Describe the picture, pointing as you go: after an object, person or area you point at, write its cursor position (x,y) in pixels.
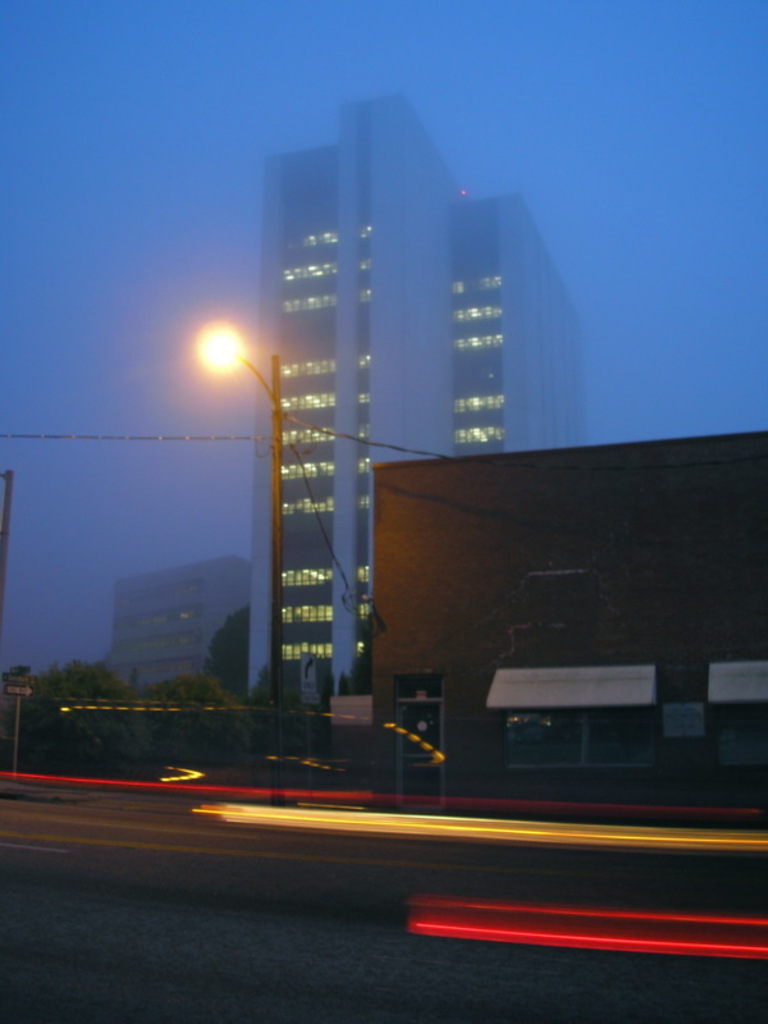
In the foreground (579,823) I can see the road (310,981). In the background (324,612), I can see the buildings (471,552). I can see a light pole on the side of the road (717,970). I can see the trees (237,682) on the left side (185,731). I can see the blue sky (192,82).
